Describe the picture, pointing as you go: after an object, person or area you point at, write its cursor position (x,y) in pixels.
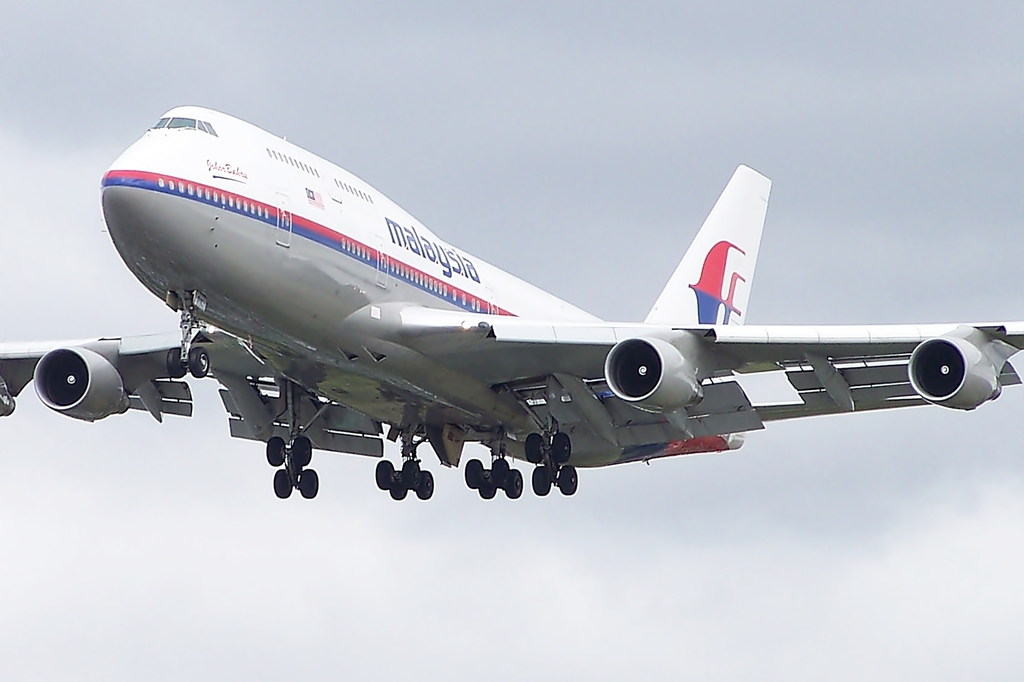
In this picture we can see an aeroplane (316,291) is flying in the sky (579,240).
